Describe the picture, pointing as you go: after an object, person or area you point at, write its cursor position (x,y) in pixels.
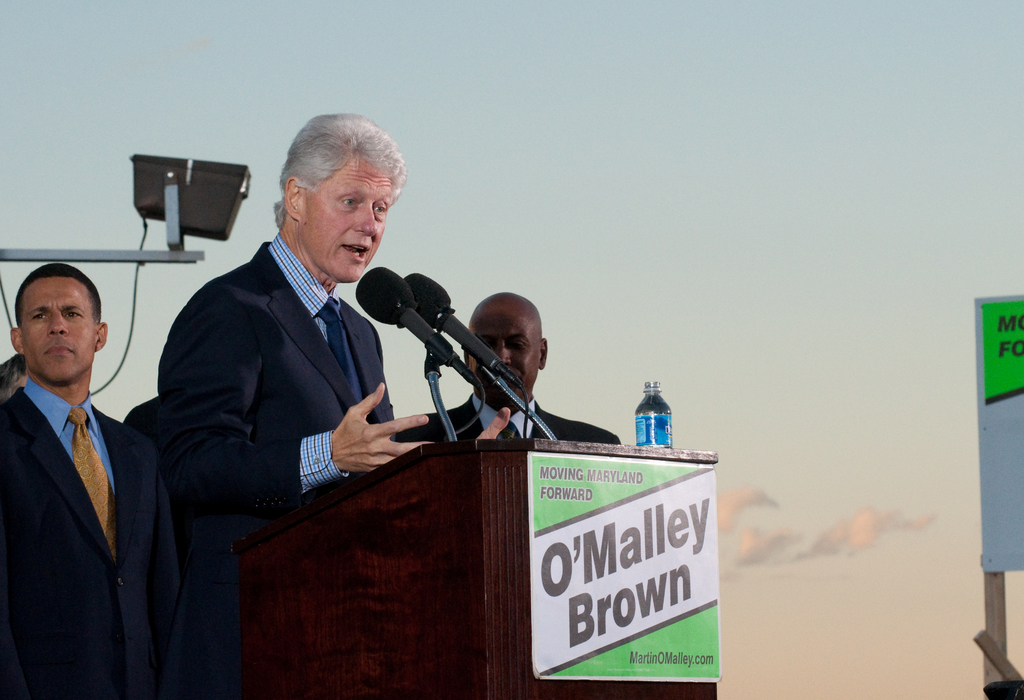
On the left side (96,338), there are three persons (191,474) in uniform (110,660) standing. One of them is speaking in front of a wooden stand (508,633) on which there are two microphones (492,357) and a bottle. On the right side (989,424), there is a banner (998,510). In the background (228,193), there is a device (210,190) attached to a pole (170,220) and there are clouds (733,503) in the sky (661,163).
